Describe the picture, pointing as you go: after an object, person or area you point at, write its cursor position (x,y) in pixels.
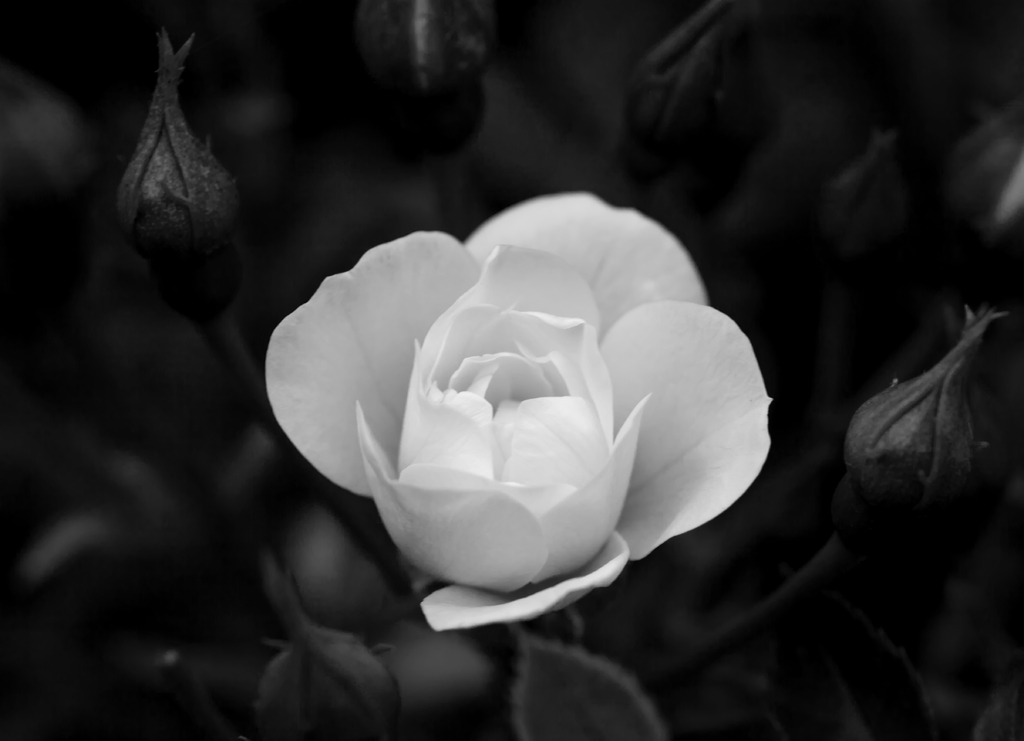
In this black and white picture there is a rose (501,425) in the center (526,439). Around it there are buds (447,105). The background (91,308) is blurry.
